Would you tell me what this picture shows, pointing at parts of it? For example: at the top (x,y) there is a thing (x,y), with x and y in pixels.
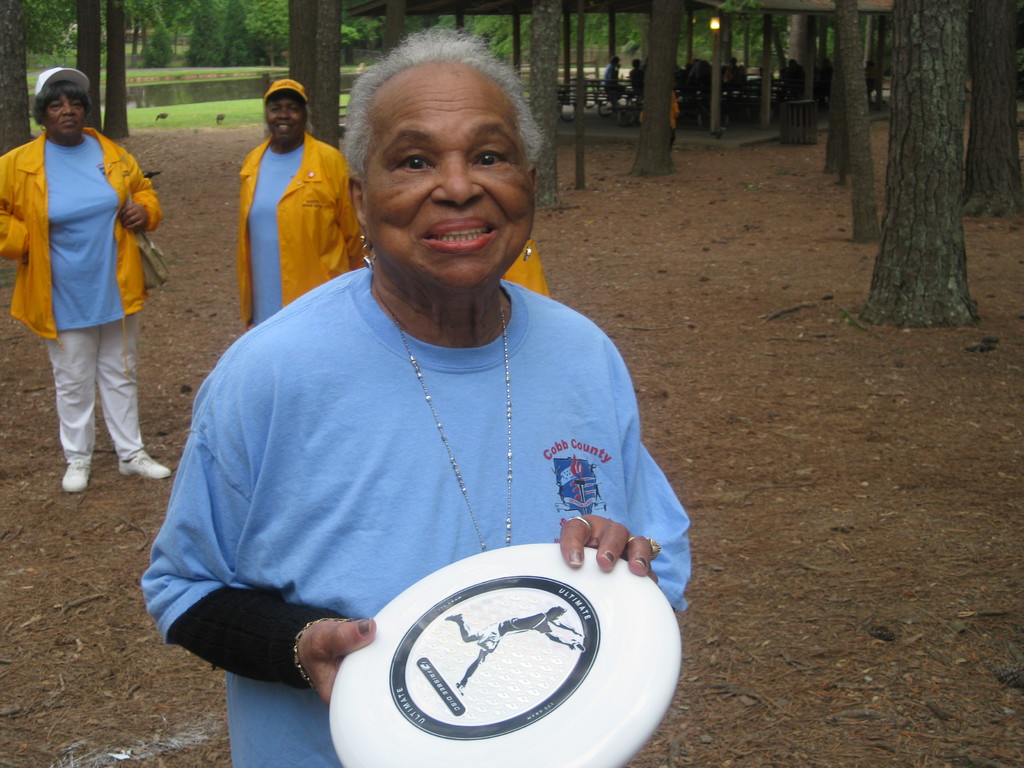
In this image there is a lady (335,596) standing and holding a disc (439,602) in her hand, behind her there are few more persons (78,256) standing on the surface (51,418). In the background (928,52) there are trees (654,67), in the middle of the trees (928,52) there are a few people (698,71) sitting on the benches (626,87) in front of the river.
